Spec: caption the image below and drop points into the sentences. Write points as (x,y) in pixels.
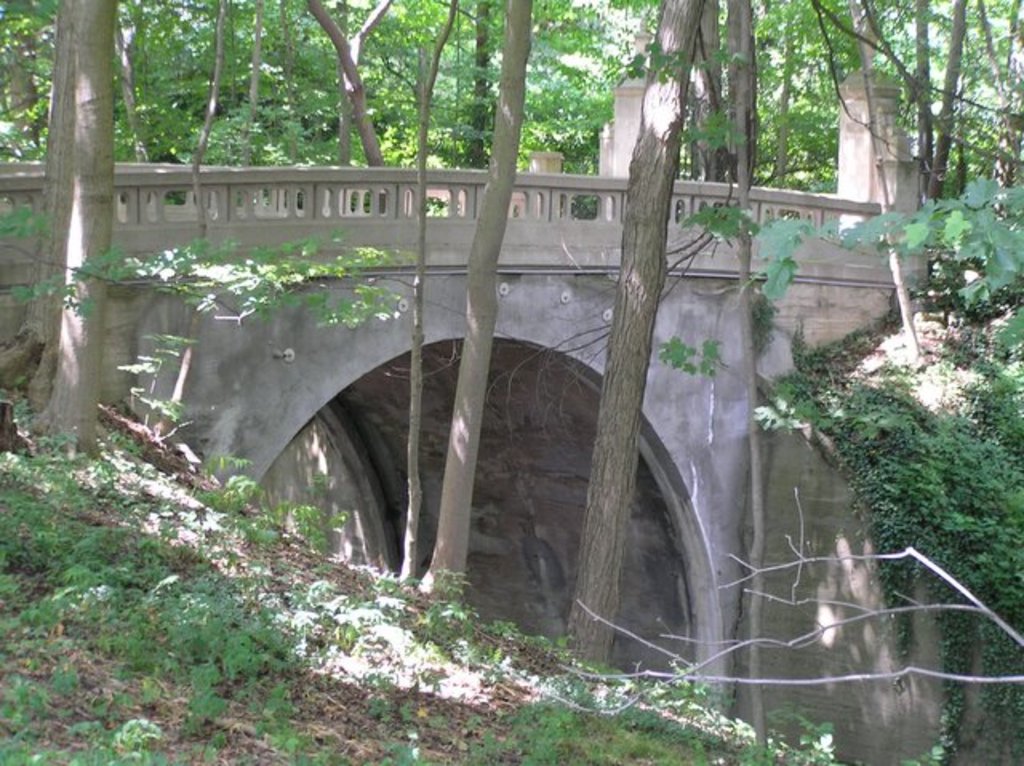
In this image in the front (164,530) there's grass (89,534) on the ground (279,590). In the center (629,465) there are trees (454,551). In the background (540,312) there is a bridge (465,281) and behind the bridge (532,283) there are trees (771,26).
